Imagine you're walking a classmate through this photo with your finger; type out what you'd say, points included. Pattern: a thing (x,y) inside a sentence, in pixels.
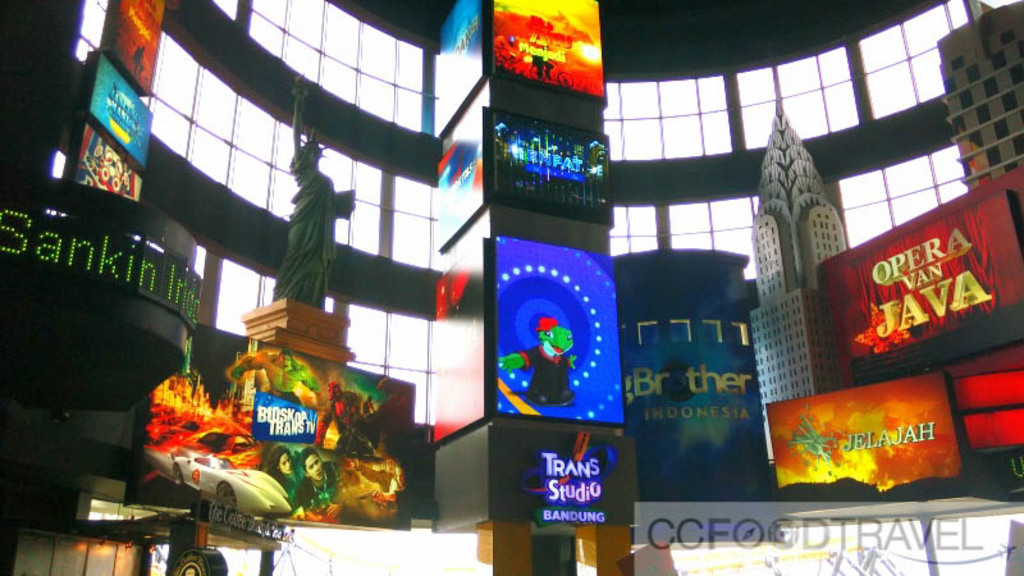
In the image there are many posters (144,56) and screen (572,398) with images (979,248) on it. And also there is a pillar (524,572) with posters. There is a statue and also there are models (978,87) of buildings (978,101). Behind them there is a wall (328,17) with glasses (343,54) and pillars (241,9). In the bottom right corner of the image (1005,558) there is watermark (840,552). And there are some other things (1018,550) at the bottom of the image (150,568).
